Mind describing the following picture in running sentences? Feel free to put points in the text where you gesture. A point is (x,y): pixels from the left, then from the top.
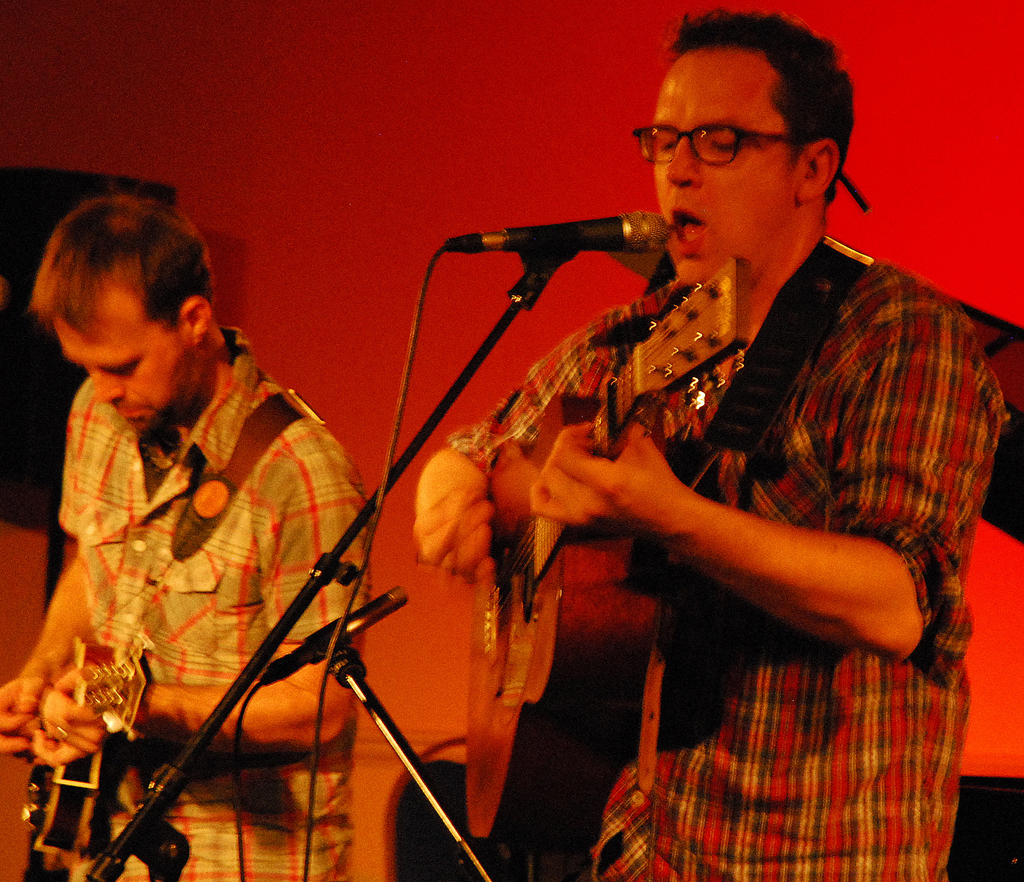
In this image there are two person (483,570) standing and playing the guitar (606,616). There is a mic (599,227) and a stand (366,509) at the back side (355,277) the wall (357,157) is in red color.
